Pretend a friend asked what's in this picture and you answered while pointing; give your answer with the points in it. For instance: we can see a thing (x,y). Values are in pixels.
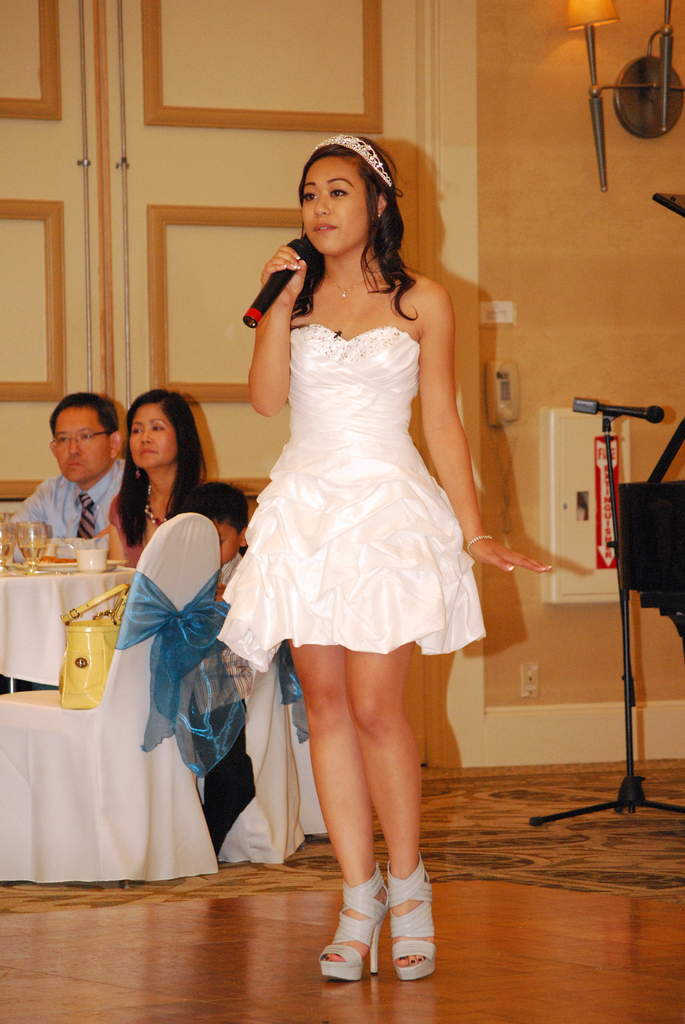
This is an inside view. Here I can see a woman (355,538) wearing white color frock (371,548), standing and holding a mike (267,303) in the hand (289,253). It seems like she is speaking something. On the right side (611,464) there is a mike stand (609,451) and a metal object (618,87) is attached to the wall (603,300). On the left side (37,606) I can see a table (60,593) which is covered with a white color cloth (43,582). Around this table (51,591) few people (125,486) are sitting on the chairs (182,676). On the table (47,571) I can see few glasses (25,527). In the background (154,259) there is a door (189,113).
